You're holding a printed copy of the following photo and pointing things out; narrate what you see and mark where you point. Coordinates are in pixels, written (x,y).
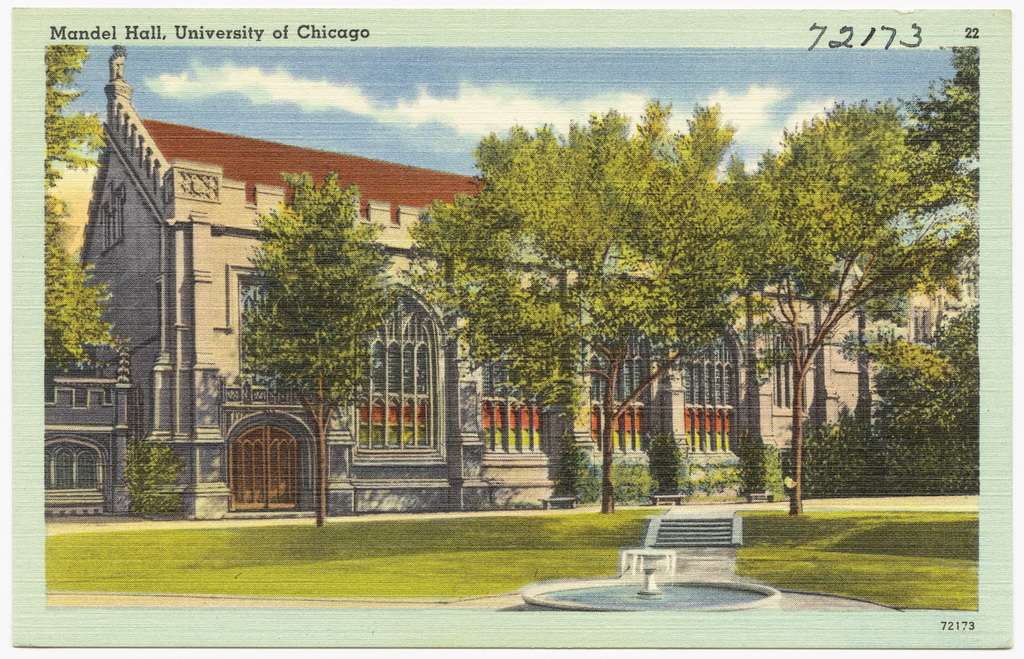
In the image there is a portrait (421,317) of a building (414,306) and in front of the building (389,228) there are trees (720,320), a garden (577,515) and in between the garden (215,542) there is a fountain (641,585), there is some text (156,39) at the top of the image (97,29).
